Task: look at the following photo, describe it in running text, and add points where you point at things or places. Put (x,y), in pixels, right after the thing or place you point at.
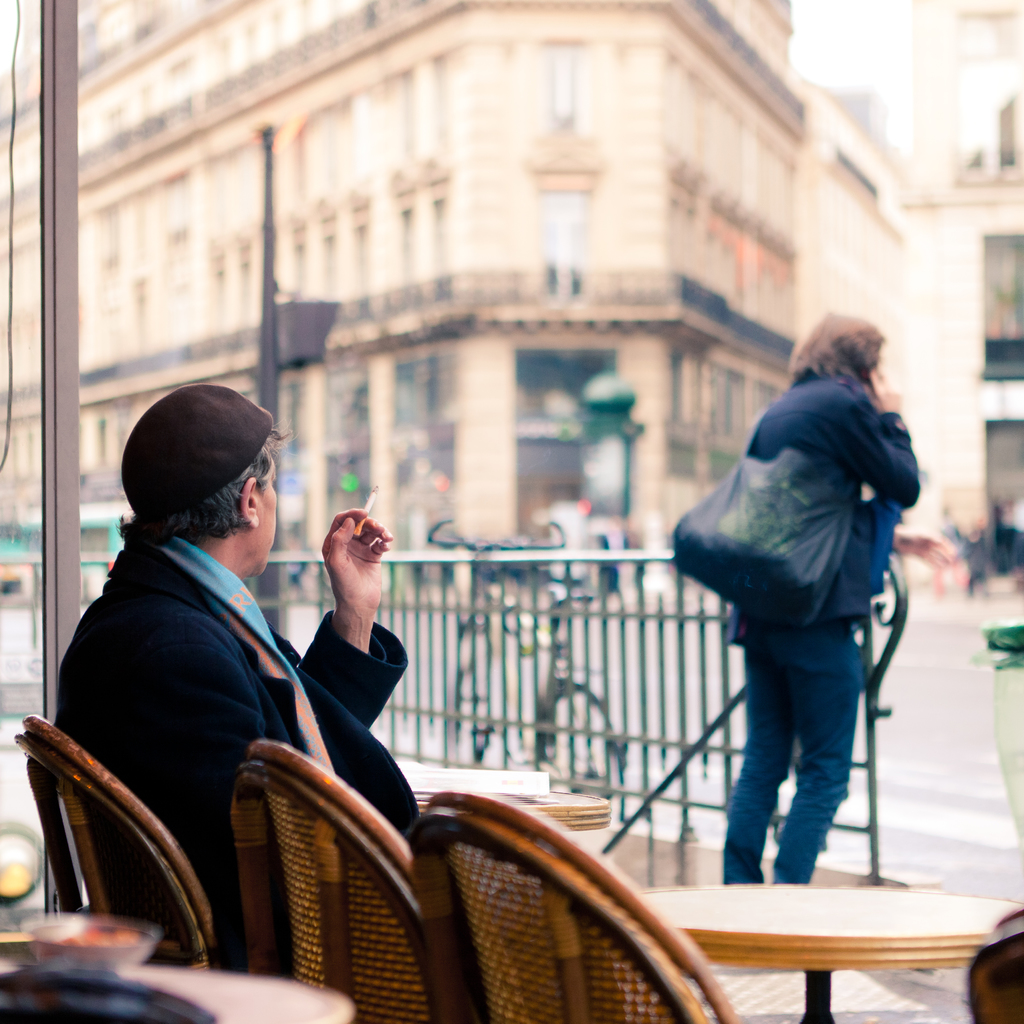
There are two persons (210,766). On the right side of the person (755,622) is standing and he is wearing a bag (748,594). On the left side of the person (355,749) is sitting on a chair (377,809). He is wearing a cap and cigarette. We can see in the background (695,414) building (692,427) and road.
